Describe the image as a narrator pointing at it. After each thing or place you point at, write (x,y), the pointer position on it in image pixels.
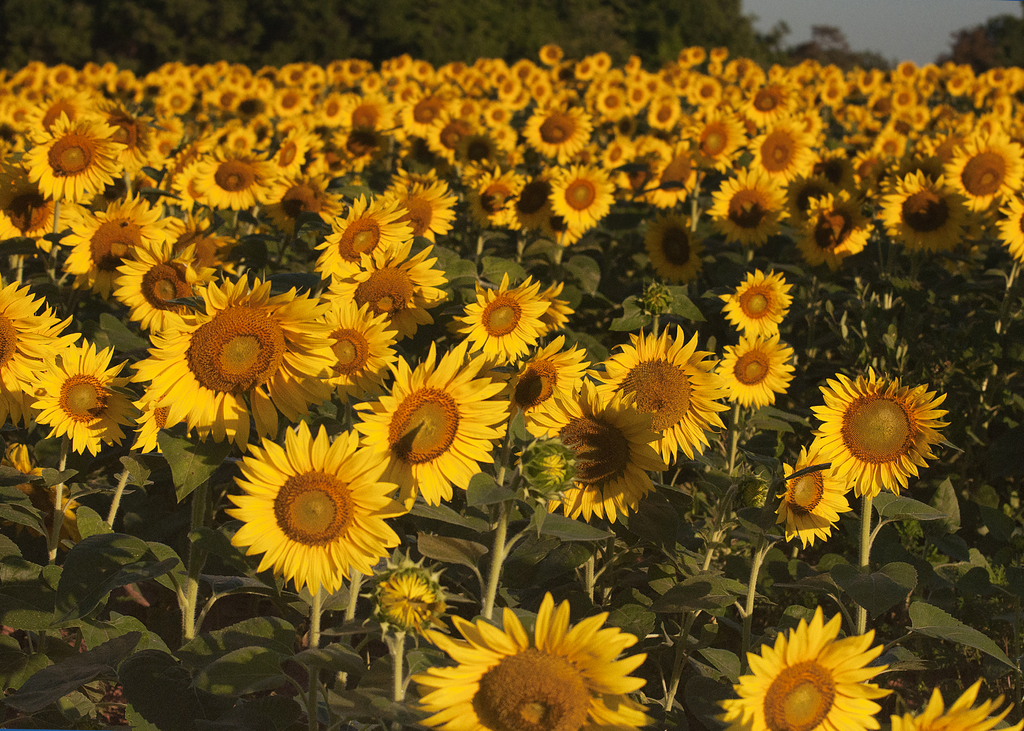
In this image I can see few sunflowers (662,416) and few green leaves (747,516). Flowers (530,484) are in yellow color. Back I can see few trees (552,30).
